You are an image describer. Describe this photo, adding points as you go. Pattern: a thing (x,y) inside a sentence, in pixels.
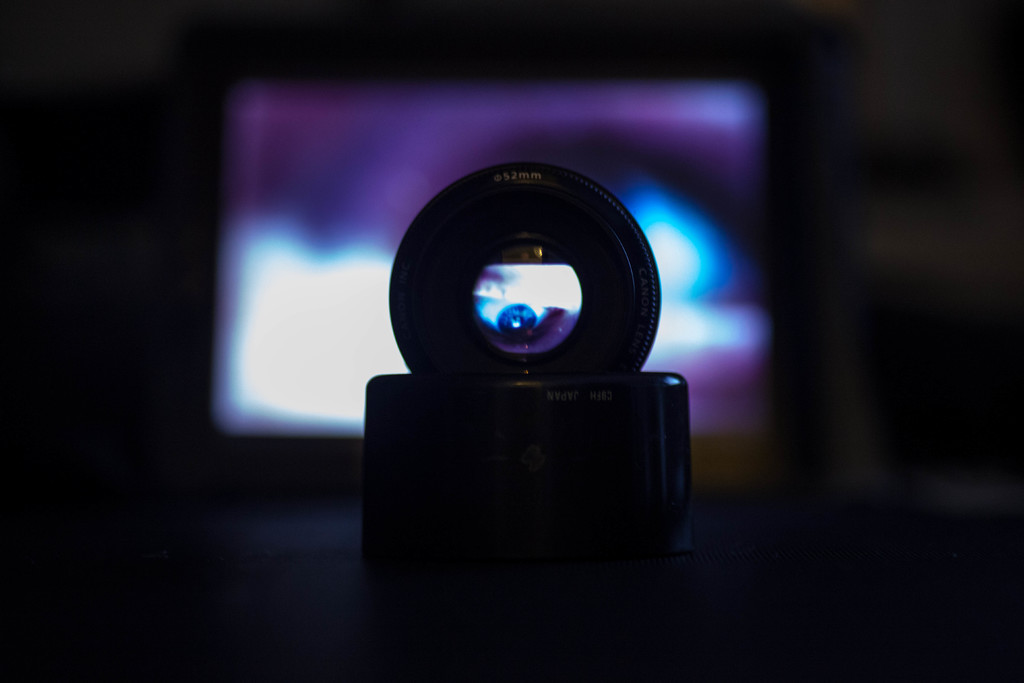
In the picture we can see a lens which is placed on the table (824,533) and behind it we can see a screen (304,370) which is not clearly visible.
